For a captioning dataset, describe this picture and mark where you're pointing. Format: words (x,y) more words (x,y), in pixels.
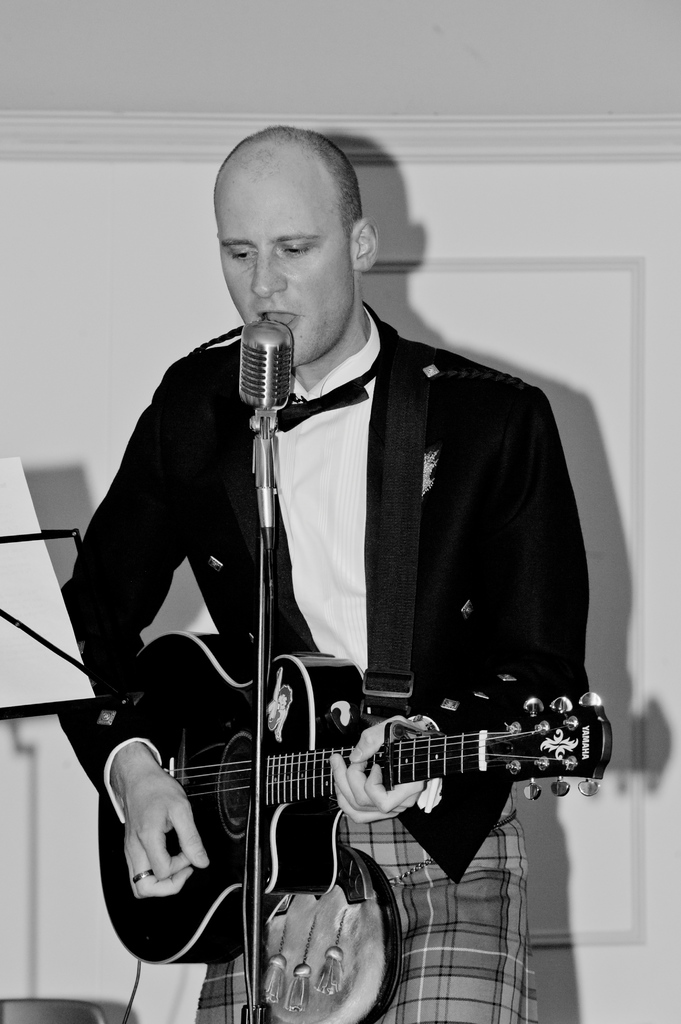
In this image there is a man (431,688) holding a guitar (238,762) in his hand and playing and is singing in front of the mic (282,334). In the background (120,310) there is a wall (110,260) which is white in colour and the man (500,494) is wearing a black colour jacket (467,541).
